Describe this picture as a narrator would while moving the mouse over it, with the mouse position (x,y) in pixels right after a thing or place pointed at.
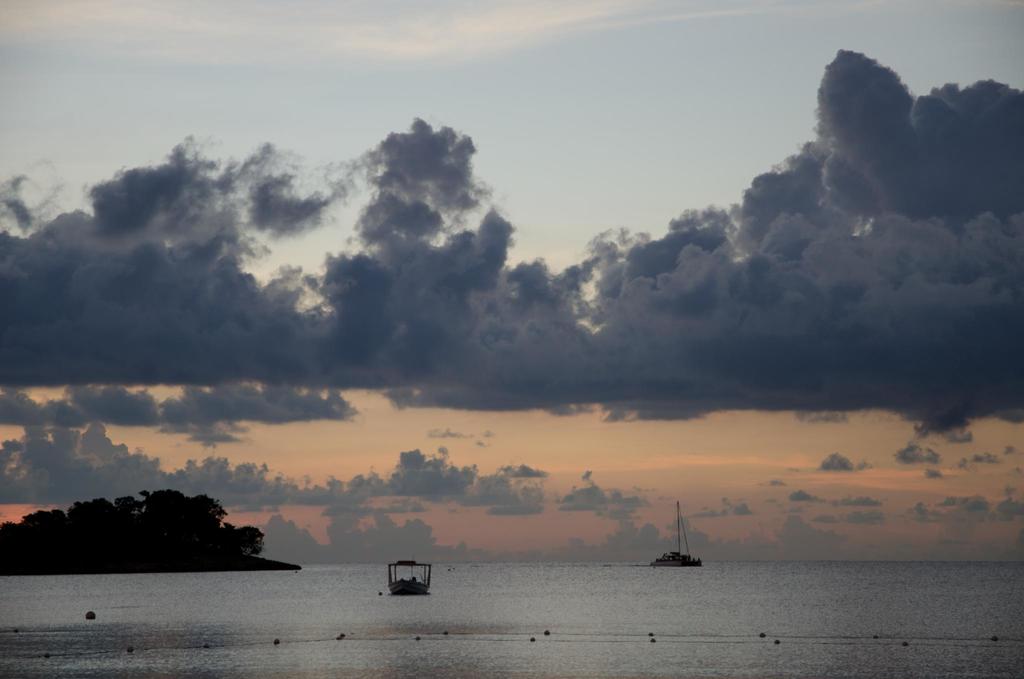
In the picture we can see water surface (287,604) with a boat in it and far away from it, we can see land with many trees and besides, we can see another boat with a pole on it and in the background (443,548) we can see the sky (502,256) with clouds (597,282).
